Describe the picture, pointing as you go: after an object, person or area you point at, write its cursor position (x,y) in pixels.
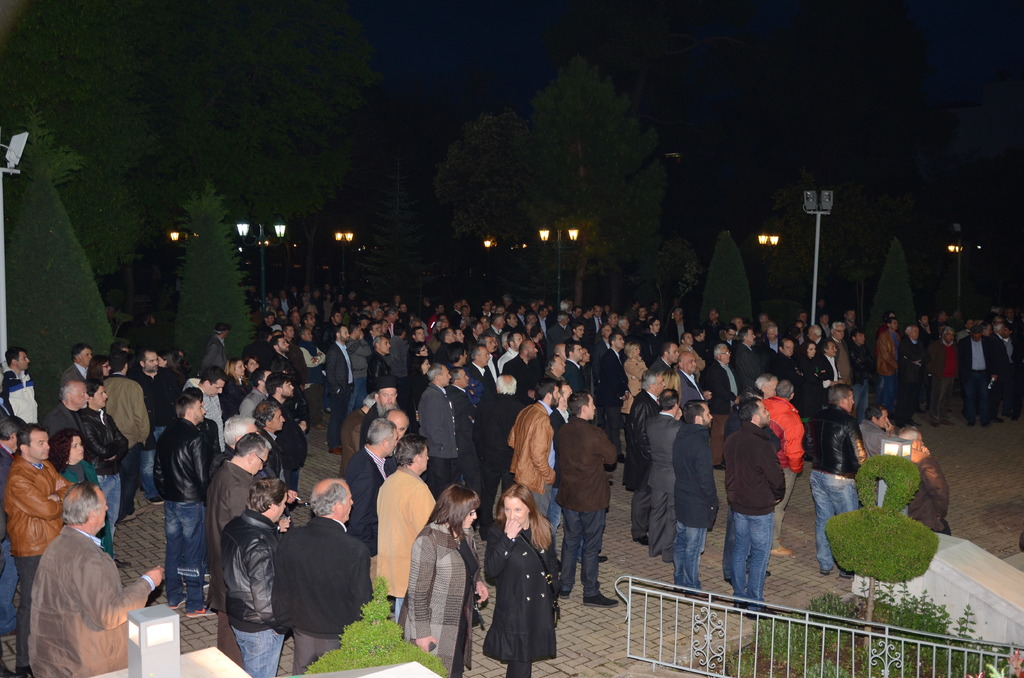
In the center of the image (410,393) there are people (343,432) standing. In the background of the image (205,221) there are light poles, trees (205,221). At the bottom of the image (703,610) there is a gate (703,610). There are plants (763,644).
